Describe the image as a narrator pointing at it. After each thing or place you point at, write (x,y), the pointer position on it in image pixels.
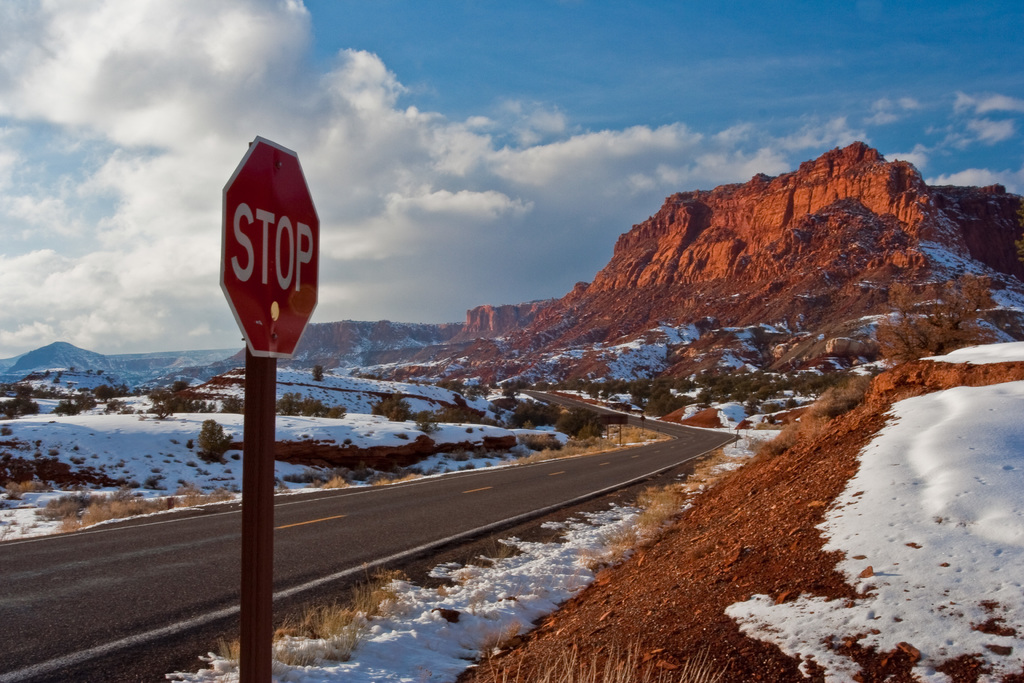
In the center of the image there is a road (336,537). Beside the road (283,524) there is a sign board (315,259). At the bottom of the image (925,484) there is snow (91,457) on the surface (122,472). In the background of the image (462,410) there are plants (383,412), mountains (200,383) and sky (572,90).
